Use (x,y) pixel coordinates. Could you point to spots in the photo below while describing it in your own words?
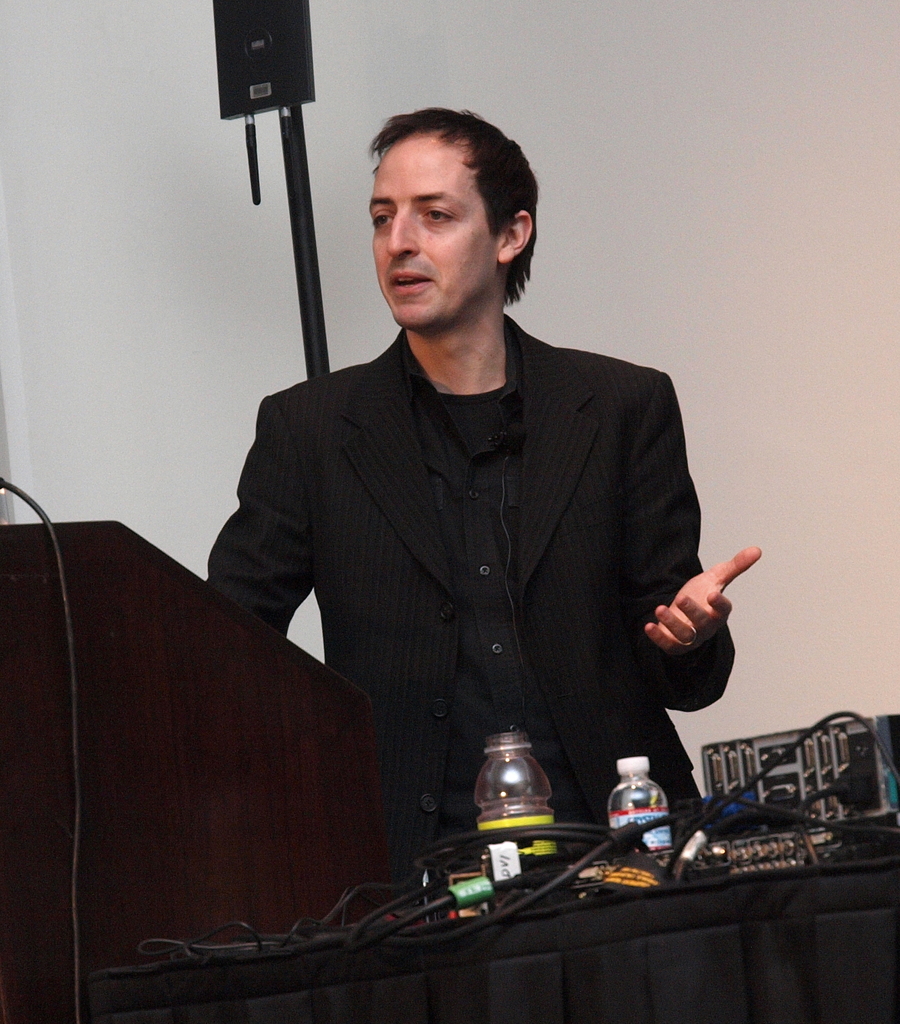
A man (491,518) is standing wearing suit (546,527), these are bottles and cables (535,899), this is wall (157,231).
